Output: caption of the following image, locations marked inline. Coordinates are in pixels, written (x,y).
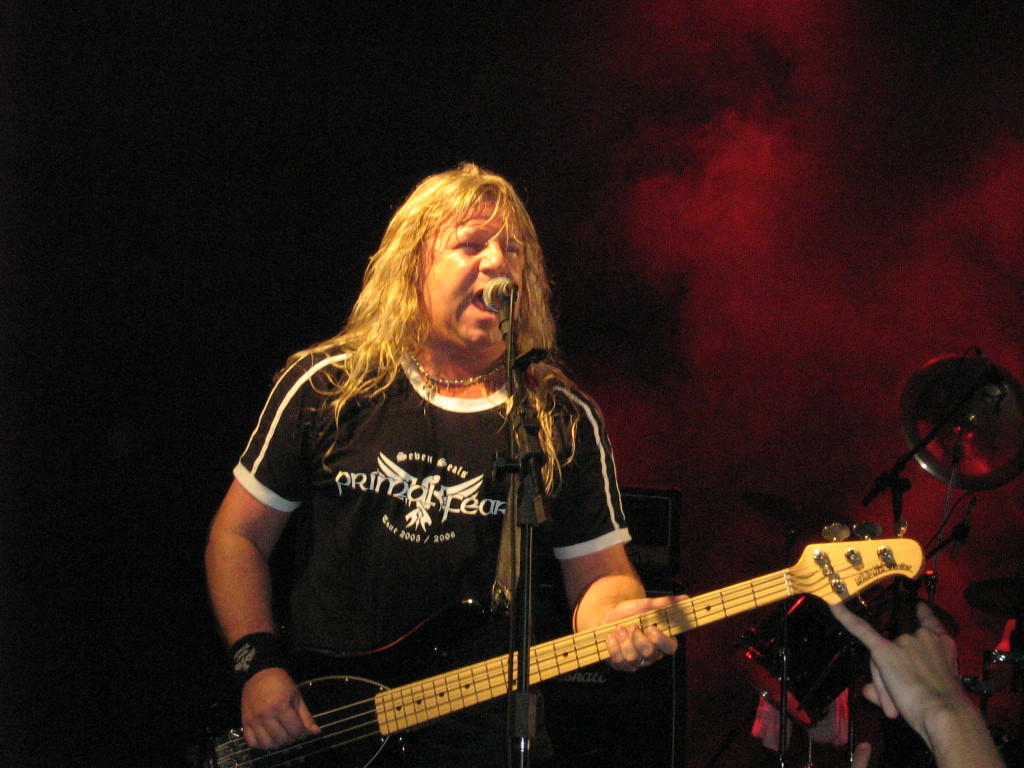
In this image we can see a man (542,398) standing in front of the mike (502,311) and holding the guitar (846,580). We can also see some person's hand (921,631) and also some other musical instruments (810,606).
